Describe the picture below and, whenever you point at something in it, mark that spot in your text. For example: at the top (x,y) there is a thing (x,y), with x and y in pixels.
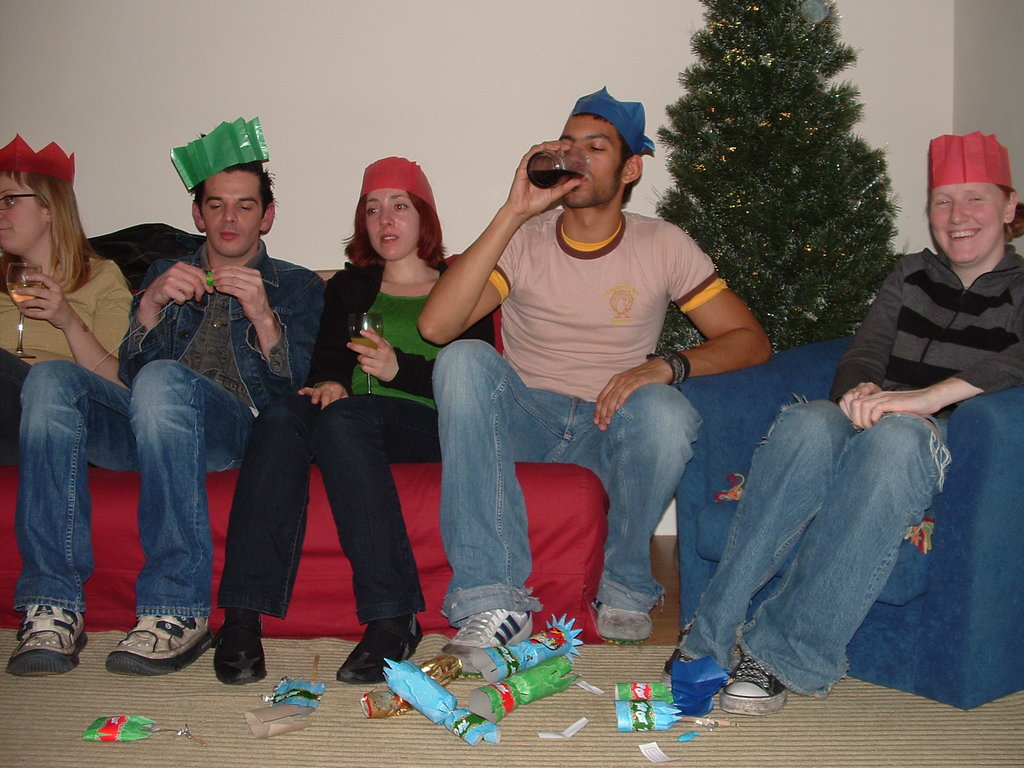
In this image we can see people (464,376) sitting and holding glasses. In the background (800,247) there is an xmas tree (784,159) and a wall (573,1). At the bottom (561,675) we can see papers (469,702) on the mat (234,729).
